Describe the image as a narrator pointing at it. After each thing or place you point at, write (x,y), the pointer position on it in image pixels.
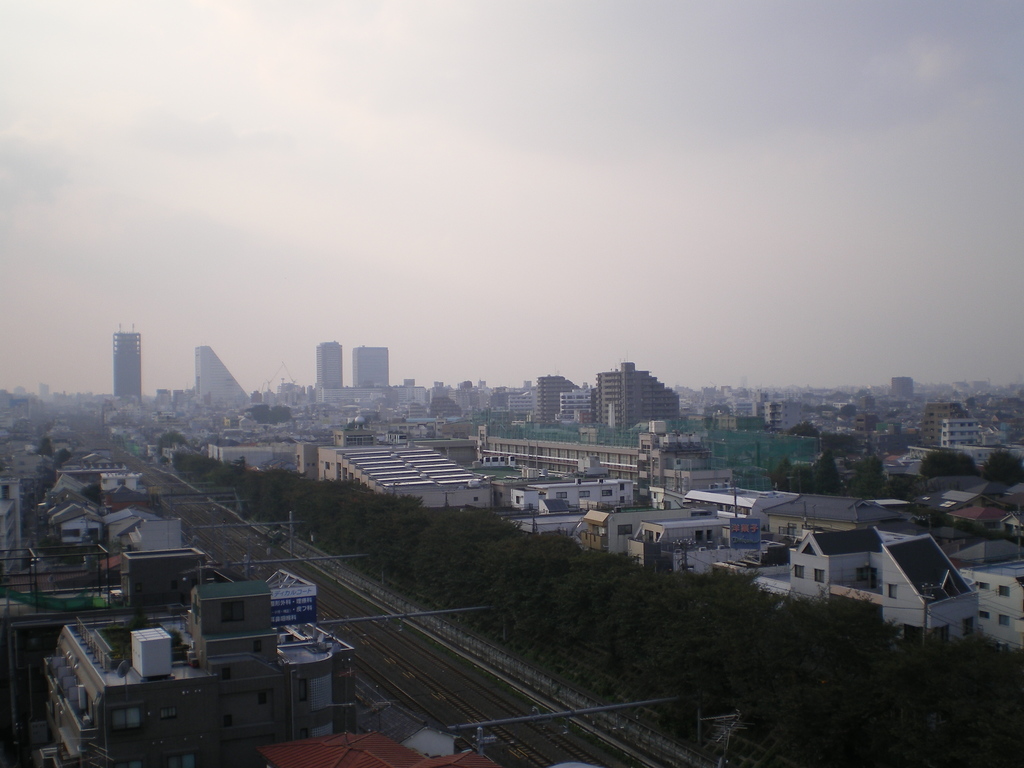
In this picture there are buildings (596,435), trees (373,532) and railway tracks (551,741) at the bottom (605,631). At the top (525,103), there is a sky (341,260).
